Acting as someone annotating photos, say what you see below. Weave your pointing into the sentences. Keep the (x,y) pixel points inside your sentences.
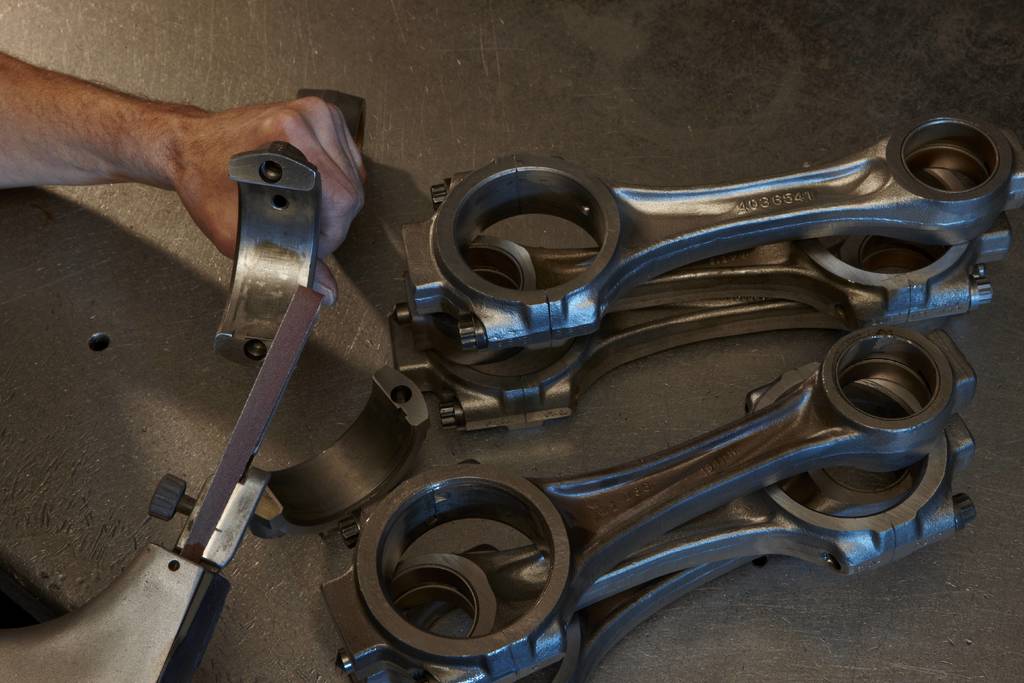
In the foreground of this image (686,529), there are connecting rods (648,550) and a person (160,142) holding a metal object (266,328) on the surface (473,146).
